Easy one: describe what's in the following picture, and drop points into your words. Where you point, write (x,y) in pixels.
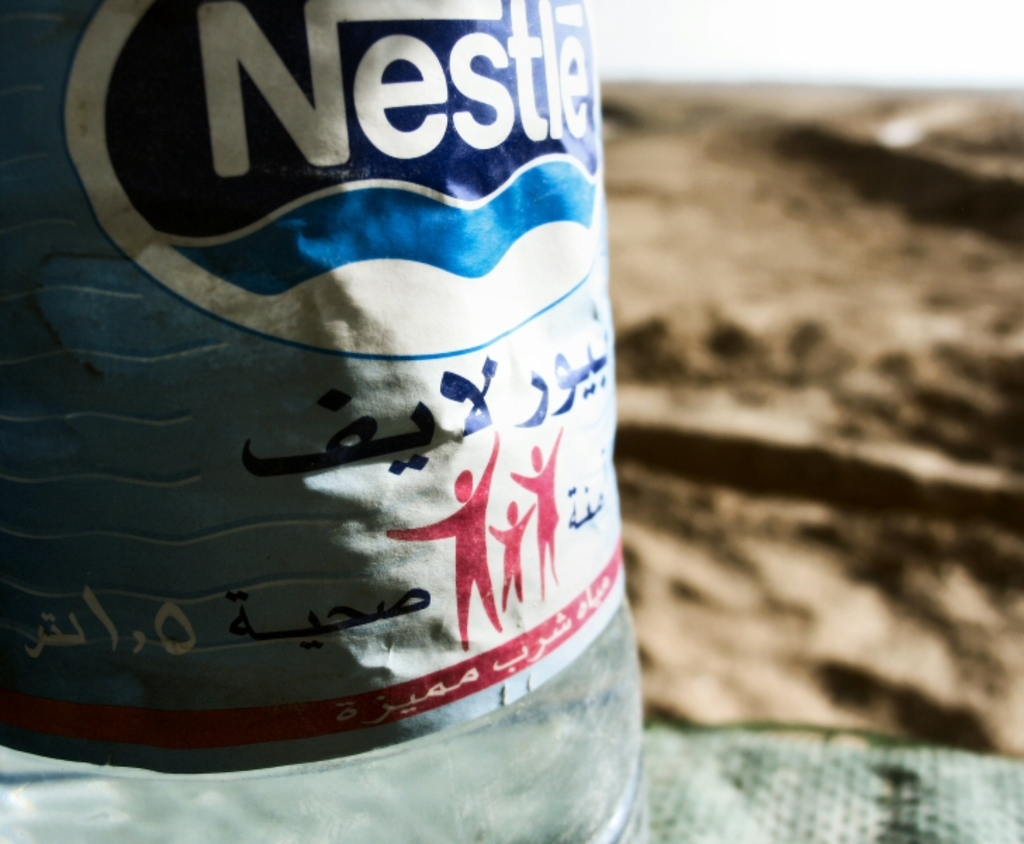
In this image, we can see a bottle (502,641). There is a sticker (426,475) on it. On right side (842,589), we can see brown color and some green color.
